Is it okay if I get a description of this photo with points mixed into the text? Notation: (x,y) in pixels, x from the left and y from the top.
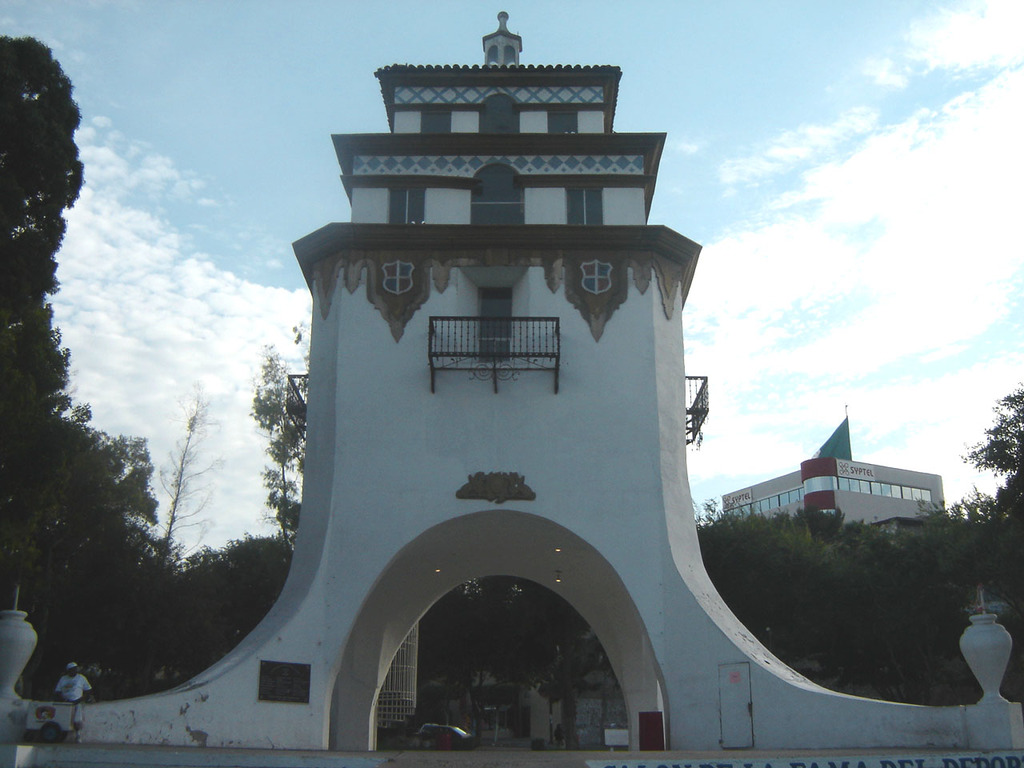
In this image we can see the arch wall (859,712), a person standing here, vehicles (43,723) moving on the road (564,744), trees (916,557), buildings (772,513) and the sky (273,204) with clouds (832,175) in the background (291,372).
